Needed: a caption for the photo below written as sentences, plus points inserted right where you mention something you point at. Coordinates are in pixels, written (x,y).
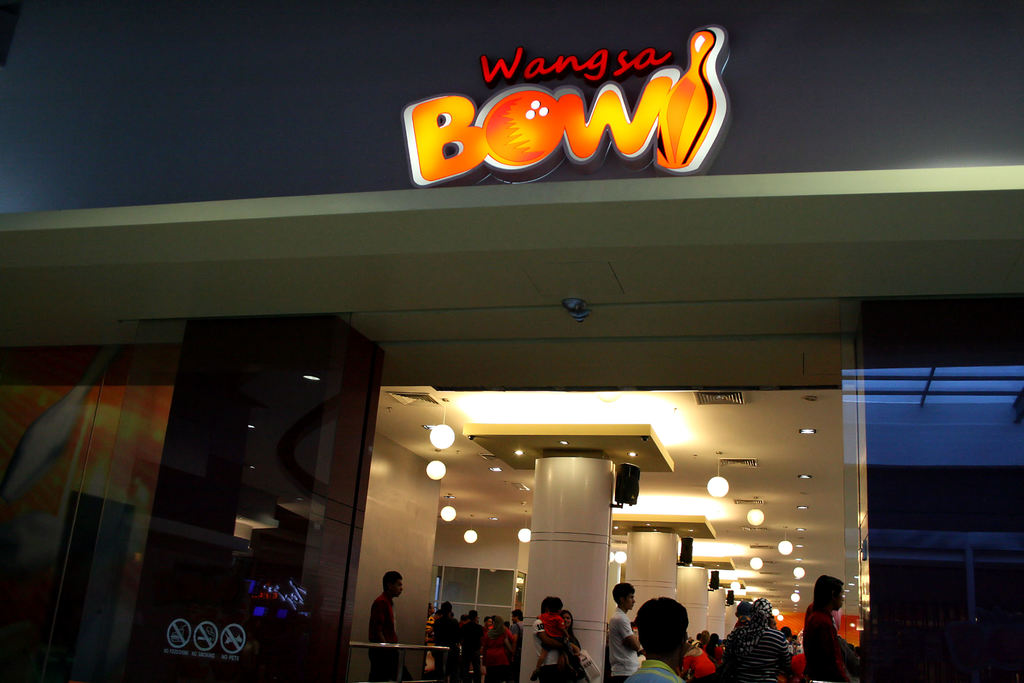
In this picture I can observe some people (474,636) in the building (522,497). There are lights (522,530) fixed to the ceiling (619,436) in this building (634,460). I can observe white color pillars (606,576). I can observe text (516,113) on the building (483,98). In the background (201,112) there is a wall (328,64).
